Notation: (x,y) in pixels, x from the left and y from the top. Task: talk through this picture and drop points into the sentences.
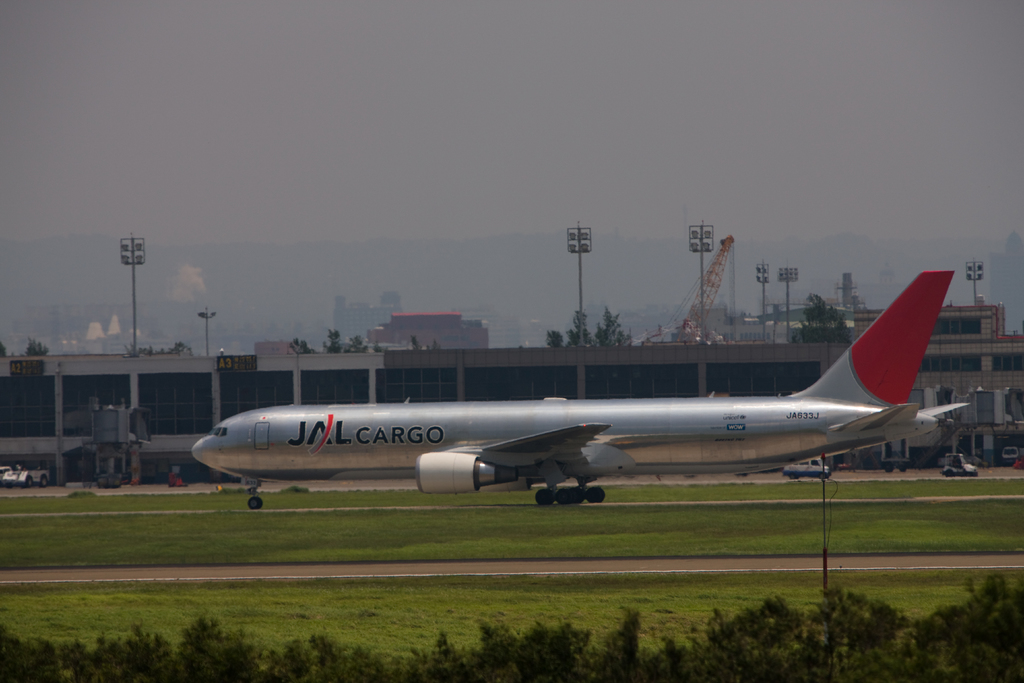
In this image we can see the mountains (15,340), one aircraft (552,472), one pole (825,511), some vehicles (956,461), some objects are on the surface (773,487), some light poles (788,286), some buildings (1014,279), some trees (836,334) and green grass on the ground (697,476). At the top (319,204) there is the sky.
